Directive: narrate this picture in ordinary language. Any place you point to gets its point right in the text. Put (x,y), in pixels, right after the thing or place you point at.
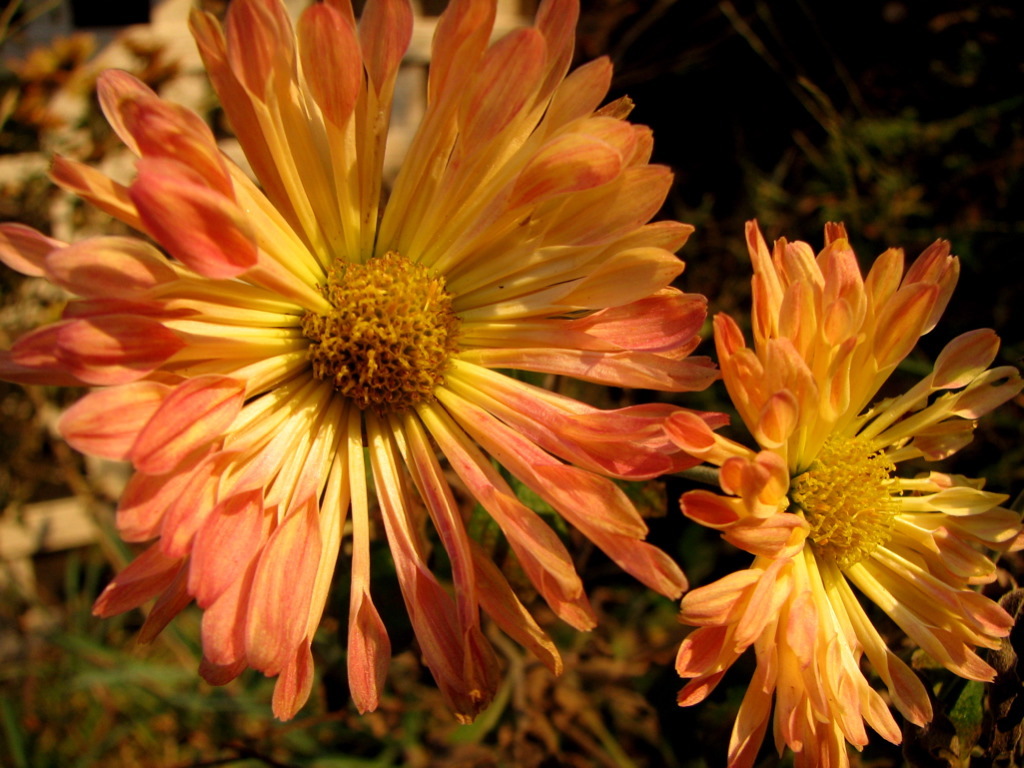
In this image I can see flowers (350,408). The background of the image (738,100) is blurred.
